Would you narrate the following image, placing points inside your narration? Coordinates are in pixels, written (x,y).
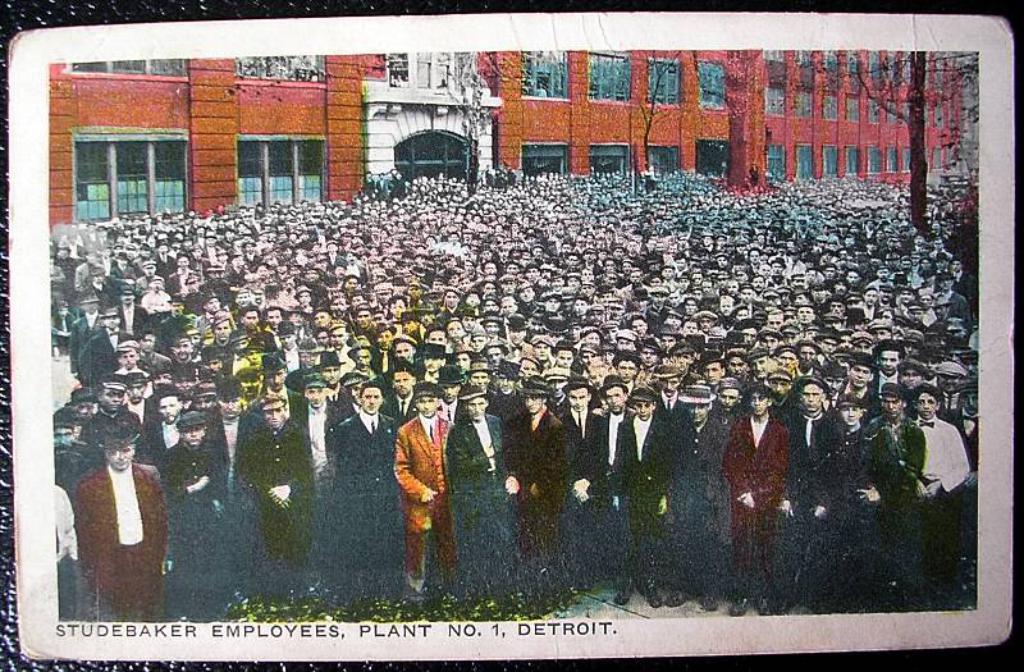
This is a photo frame in this image in the center (587,324) there are a group of people (527,282) who are standing, and in the background (240,118) there is a building (936,131) and trees (969,124) and at the bottom of the image (81,629) there is some text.
